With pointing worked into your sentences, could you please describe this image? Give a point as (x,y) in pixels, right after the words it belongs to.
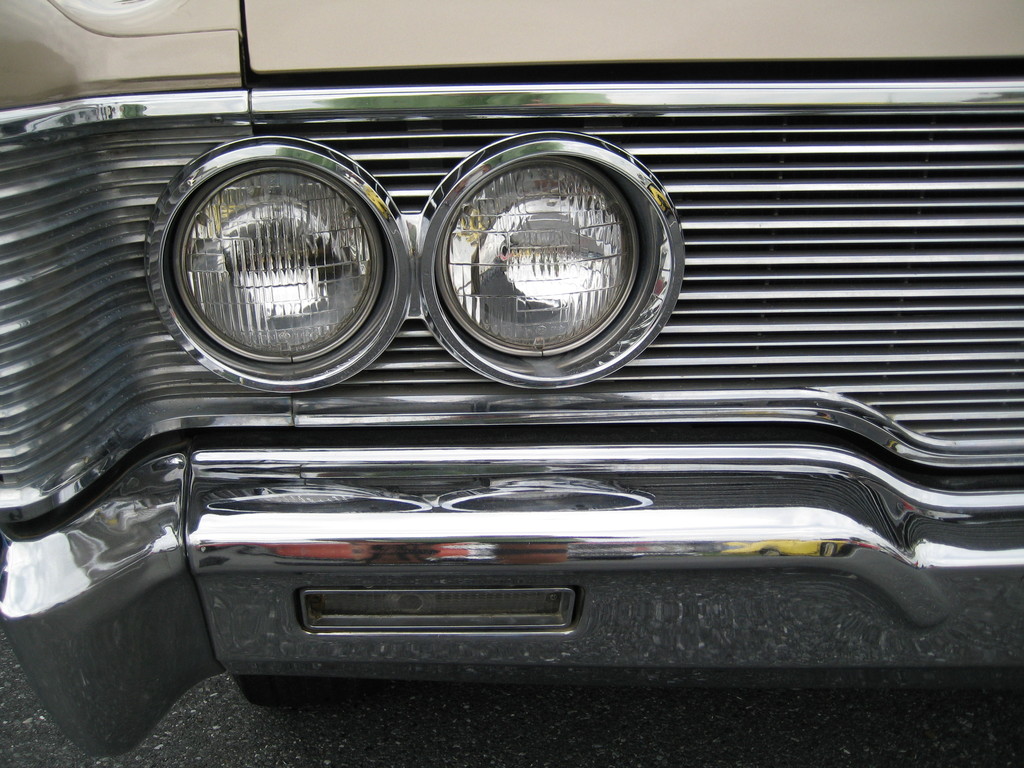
In this image we can see the headlights (276,344) of a vehicle (552,308). At the bottom (328,755) there is road (539,761). Around the headlights (333,311) there is a metal object (841,497).
